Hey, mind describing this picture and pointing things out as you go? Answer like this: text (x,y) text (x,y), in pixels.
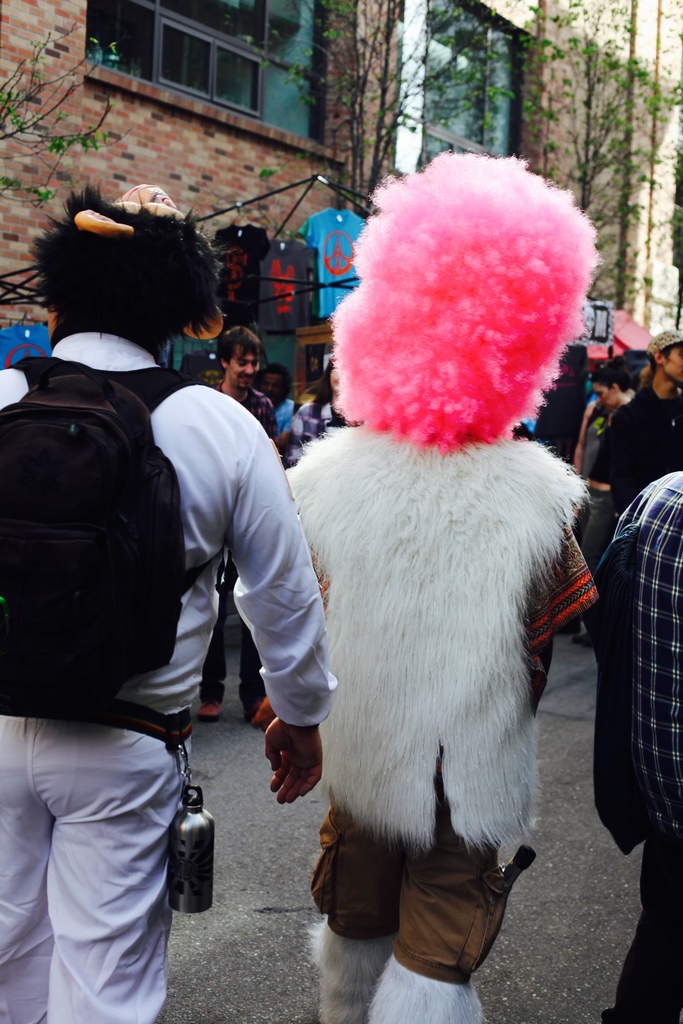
There is one man (184,463) standing and wearing a white color shirt (222,462) and holding a backpack (91,484) on the left side of this image (114,564). There is one person (454,613) wearing a costume (389,495) we can see in the middle of this image (438,557), and there are some other persons (600,431) in the background (292,400). We can see trees (612,142) and a building (260,159) at the top of this image (337,153).
